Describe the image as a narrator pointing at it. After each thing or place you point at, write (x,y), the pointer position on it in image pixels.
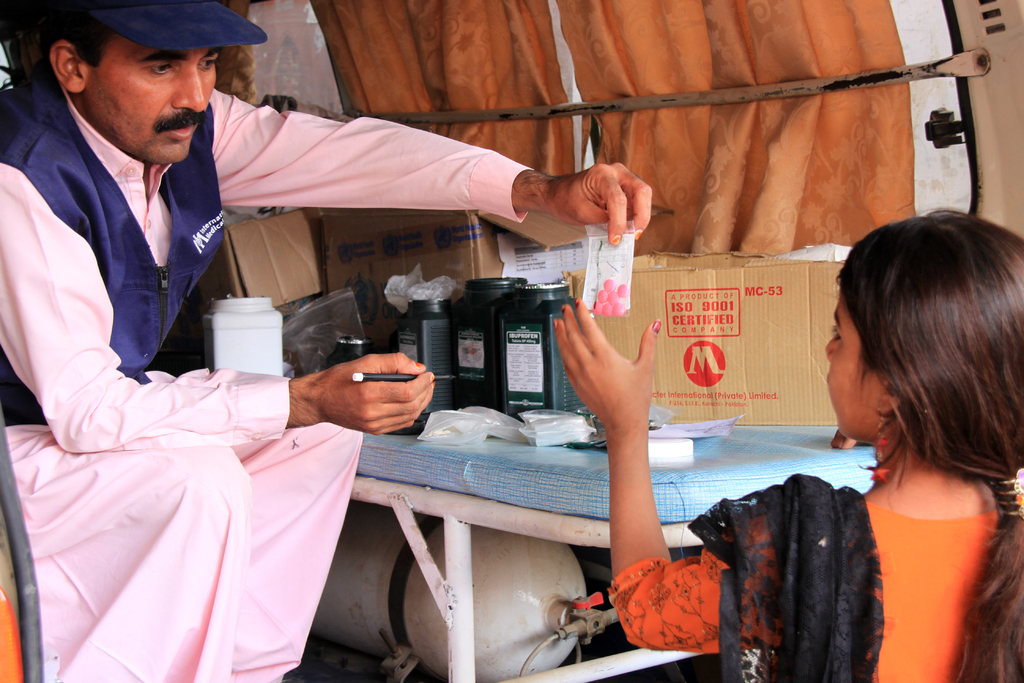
This image is taken in a van (5,493). On the left side of the image (140,90) a man (185,432) is sitting on the seat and he is holding a pen (399,375) and medicines (616,289) in his hands (611,207). On the right side of the image (840,421) a girl (773,656) is standing. In the middle of the image (402,453) there is a cylinder (474,613) under the bed (549,480) and there is a bed (661,493) with a few things (565,393) on it. In the background (455,102) there are two curtains (764,59).
